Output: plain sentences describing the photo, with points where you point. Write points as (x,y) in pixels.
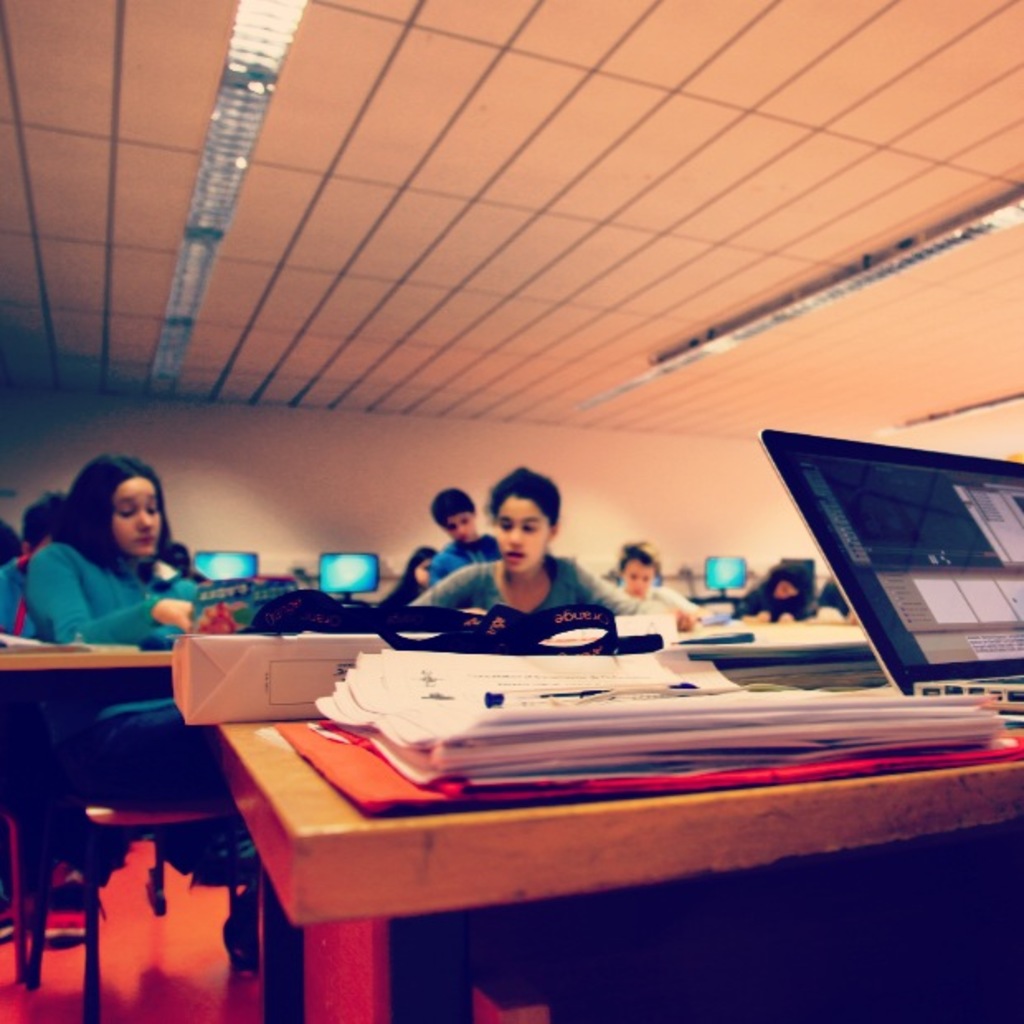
In this image i can see group of people (416,590) sitting on the benches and doing some work at the foreground of the image (682,679) there is a laptop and papers (511,739).
